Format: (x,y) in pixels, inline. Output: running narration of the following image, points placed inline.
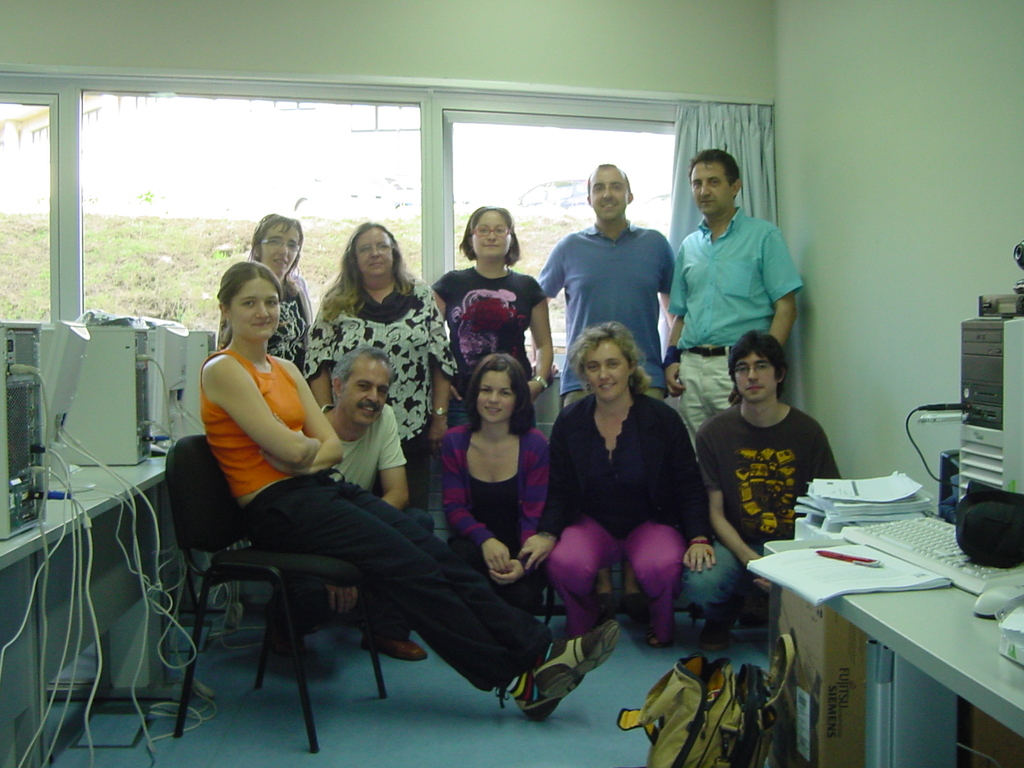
In this image we can see few people (546,453) are sitting and few are standing in the background (367,306). There are few CPUs (127,367), papers (862,495), keyboard (866,526), mouse (998,596) and pen (836,558) on the table (894,593). In the background (753,137) we can see a glass window (610,130) and curtains (677,134).
